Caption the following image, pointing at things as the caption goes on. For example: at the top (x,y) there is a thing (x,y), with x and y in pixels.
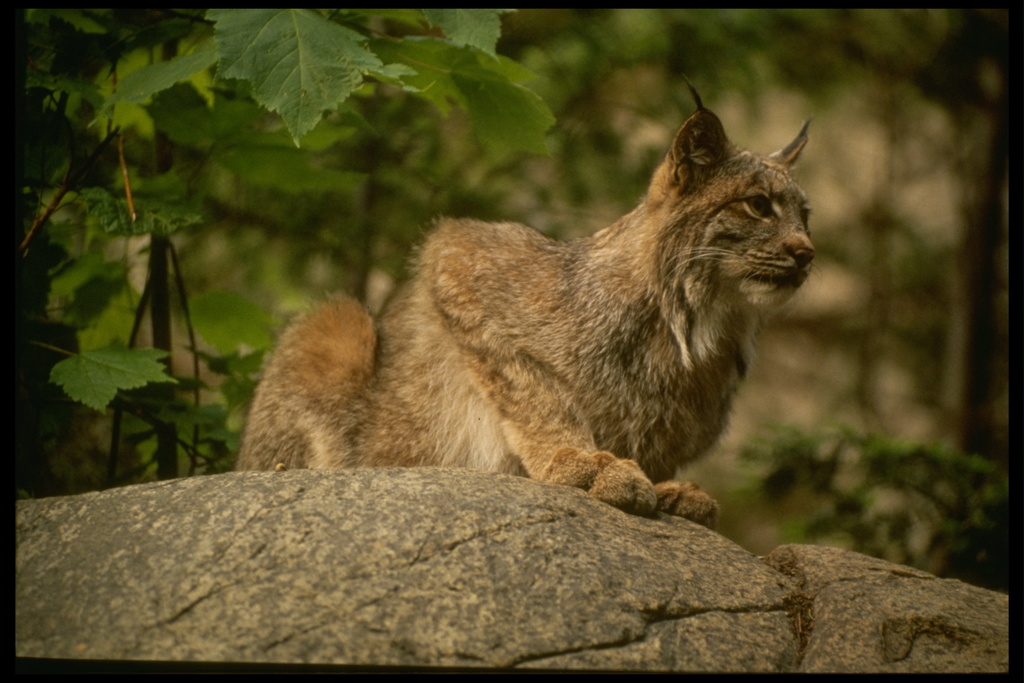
In this image we can see an animal (553,426) on the rock (609,581). In the background (367,100) we can see the trees (623,71) and also plants (892,468) and the image has borders (797,674).
